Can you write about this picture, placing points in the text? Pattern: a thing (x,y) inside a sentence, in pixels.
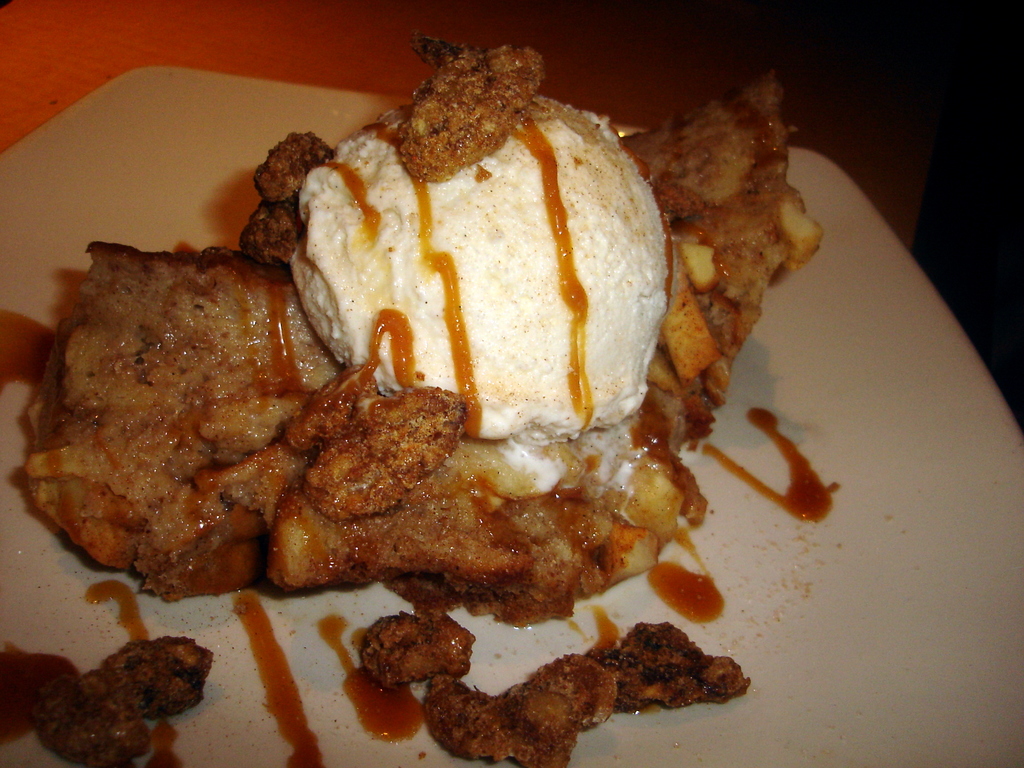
In this picture I can observe some food (305,397) on the table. The food (389,358) is in white and brown color.
